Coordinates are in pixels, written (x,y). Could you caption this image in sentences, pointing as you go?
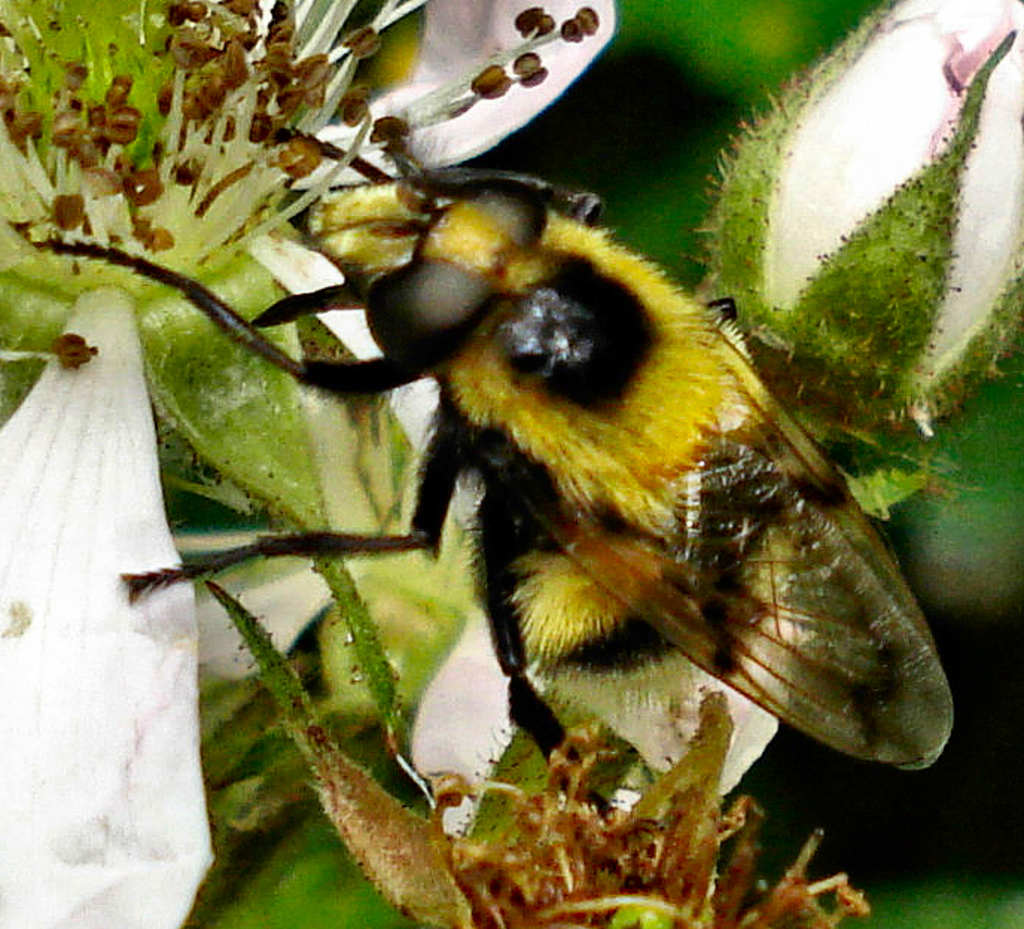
In the picture there are flowers (171,797), there is an insect (578,503) present on the flower (161,732).
